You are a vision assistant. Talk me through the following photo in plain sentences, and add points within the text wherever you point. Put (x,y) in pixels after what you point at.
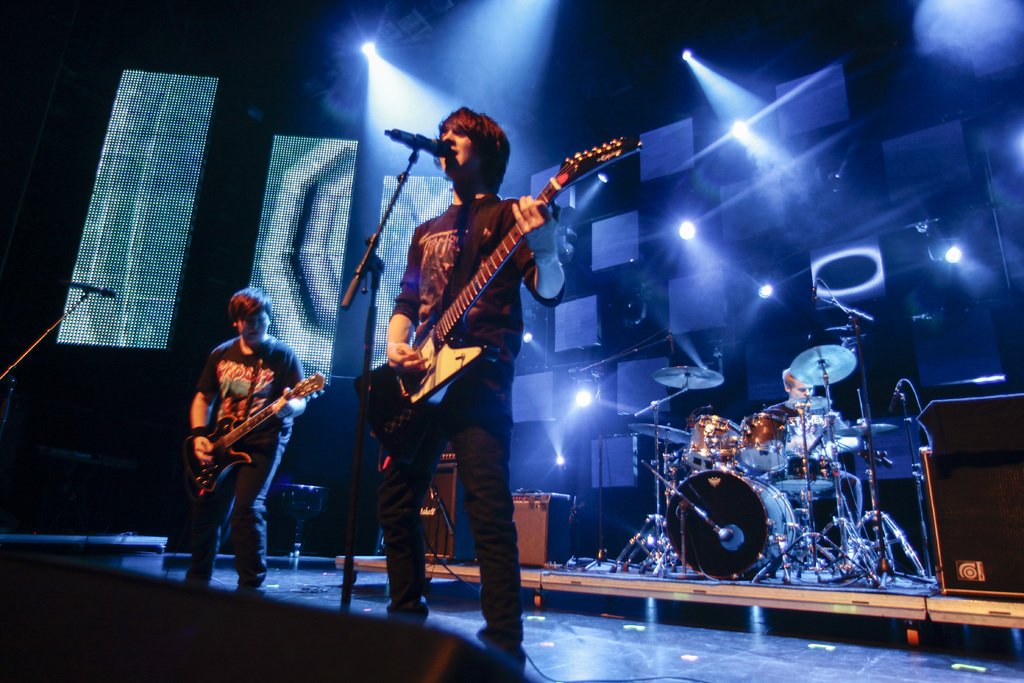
In the picture I can see two men (265,550) standing on the stage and they are playing the guitar (470,303). I can see one of them singing on a microphone (414,135). There is a man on the right side (858,389) is playing the snare drum musical arrangement (842,357). There is a lighting arrangement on the roof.
